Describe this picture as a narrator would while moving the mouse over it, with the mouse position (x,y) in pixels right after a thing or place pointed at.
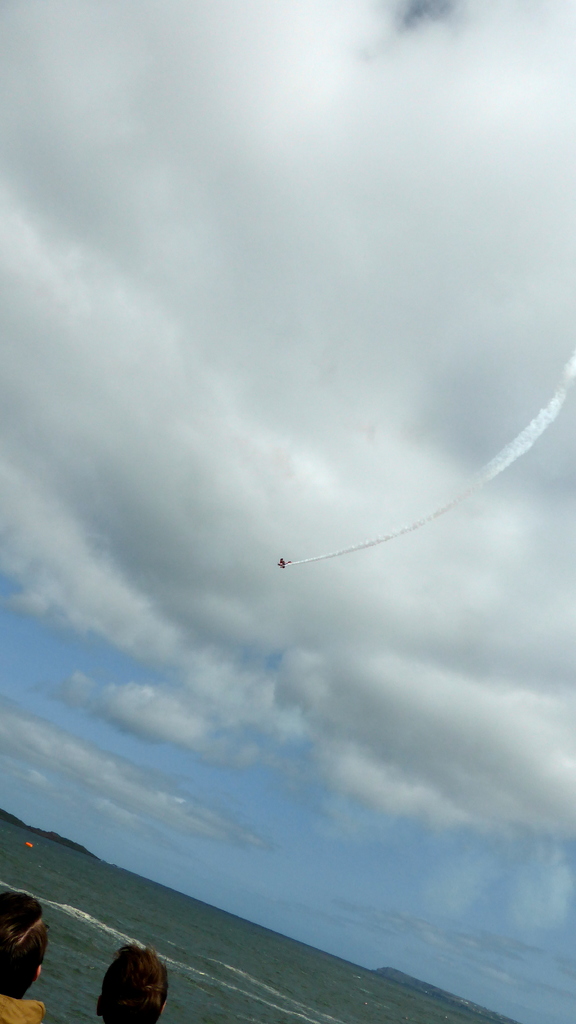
In the center of the image (292,562) we can see an aeroplane (284,566) flying in the sky (208,572). At the bottom (142,959) there are people (38,976) and we can see water (187,958). In the background (384,823) there is sky (157,597).
